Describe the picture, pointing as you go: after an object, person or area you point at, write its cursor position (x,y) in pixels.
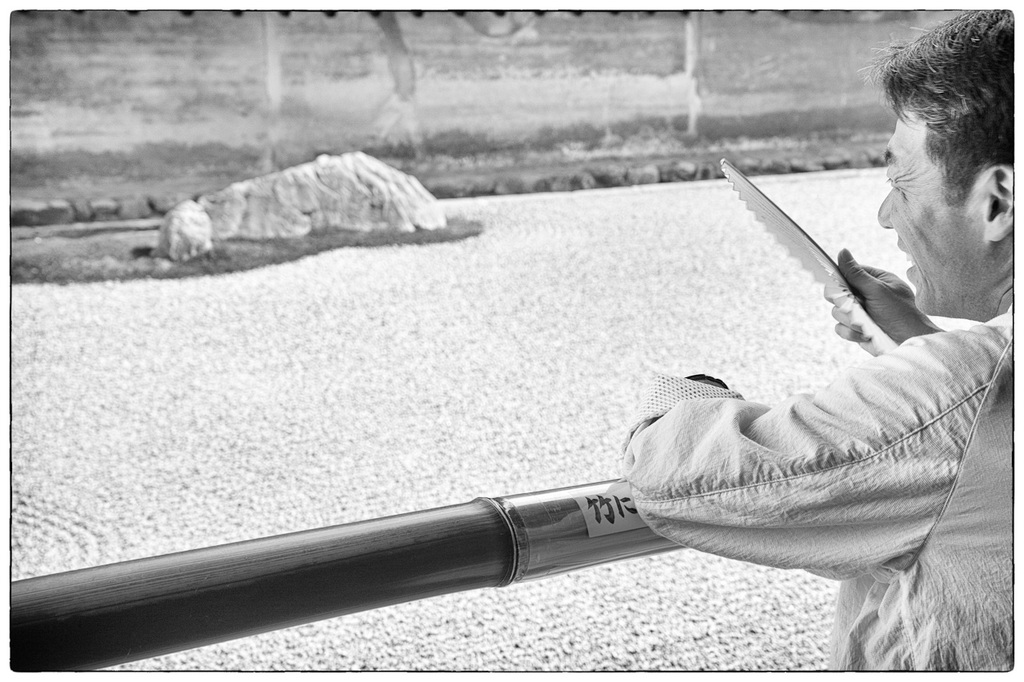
This is a black and white picture. The man (902,428) on the right side (916,492) is holding something in his hand (905,298). It looks like a knife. At the bottom of the picture (366,507), it is white in color. In the background (431,222), we see a rock (284,223) and a wall (375,118).
